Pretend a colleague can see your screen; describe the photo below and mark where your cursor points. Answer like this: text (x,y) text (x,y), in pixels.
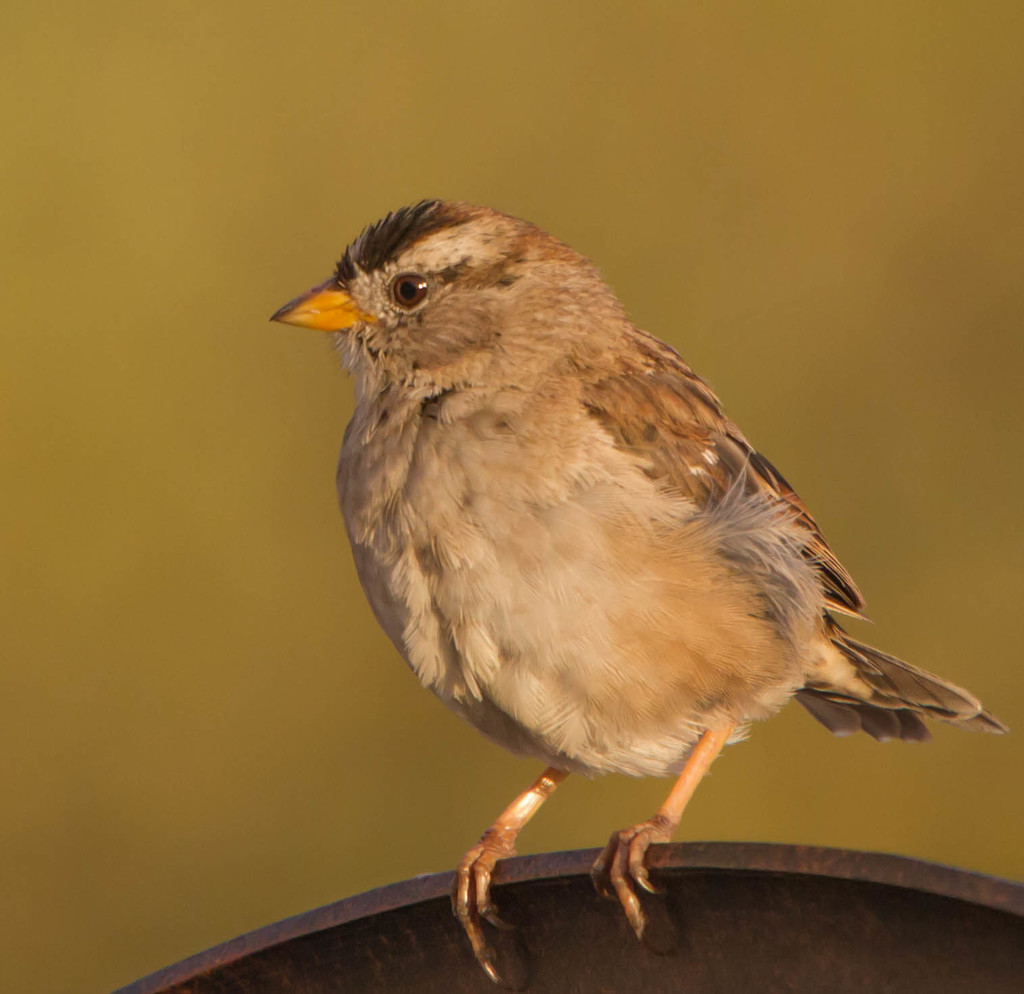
In the picture I can see a bird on the surface (778,892) and the background of the image (206,814) is in yellow color.
